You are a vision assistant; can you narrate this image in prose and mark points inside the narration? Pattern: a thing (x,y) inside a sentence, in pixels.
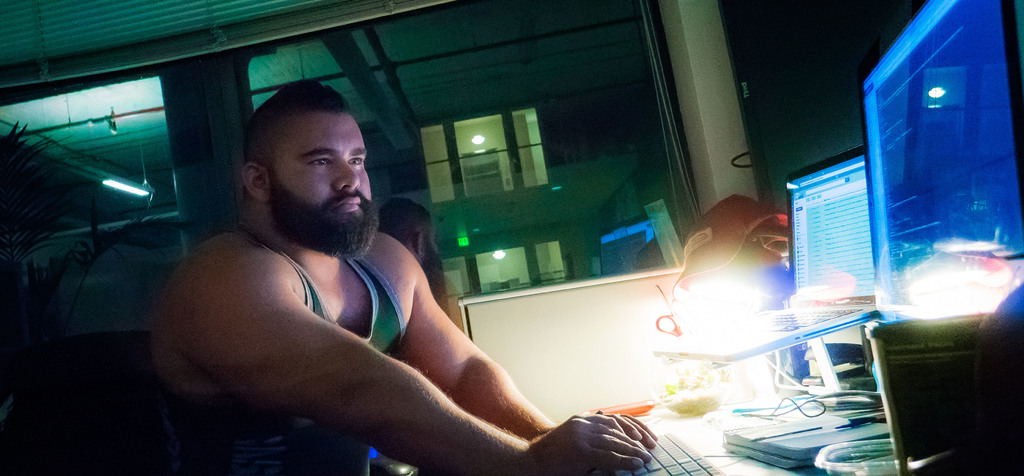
The man (335,227) is highlighted in this picture. He is sitting on a chair (100,384), in-front of the monitor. He kept his hands (616,449) on his keyboard (673,467). Far there is a light (481,139) attached with a wall (462,143). Plants (9,214). Screen (796,268).
